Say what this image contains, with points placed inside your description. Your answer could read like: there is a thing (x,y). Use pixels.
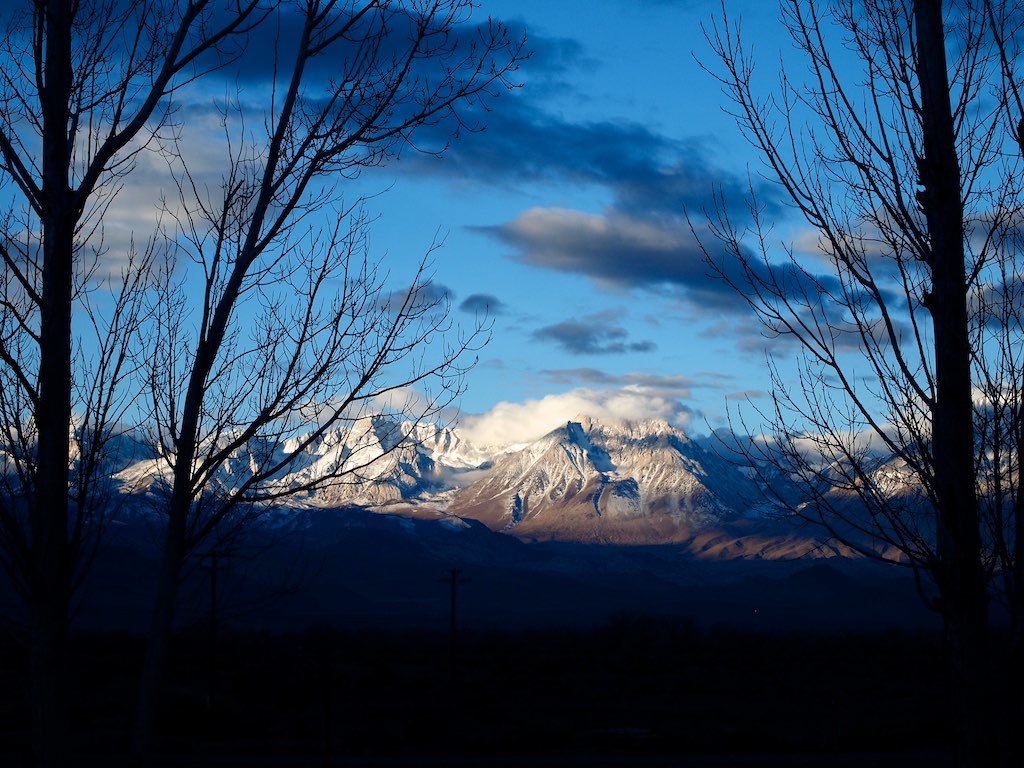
In this image at the bottom (80,677) there is ground (178,717) and also we could see trees (935,245) and some poles (454,633), and in the background (651,497) there are mountains (682,472) and snow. At the top of the image (442,137) there is sky (720,155).
